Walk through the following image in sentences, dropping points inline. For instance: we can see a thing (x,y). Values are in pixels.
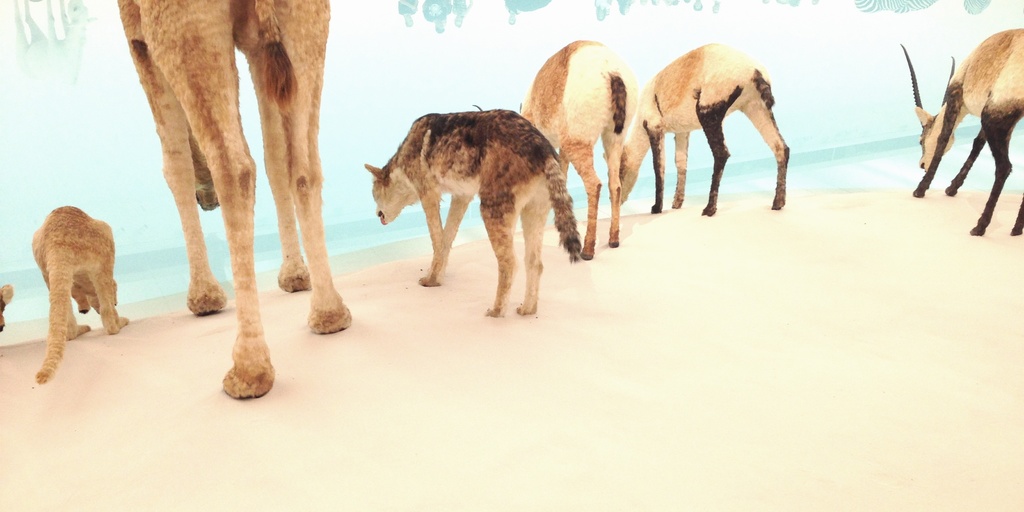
In this picture there are artificial animals (950,106) standing. At the bottom (415,409) there is sand (357,404). At the back (122,227) there is water (159,244) and there is a reflection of group of people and zebra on the water (426,74).
